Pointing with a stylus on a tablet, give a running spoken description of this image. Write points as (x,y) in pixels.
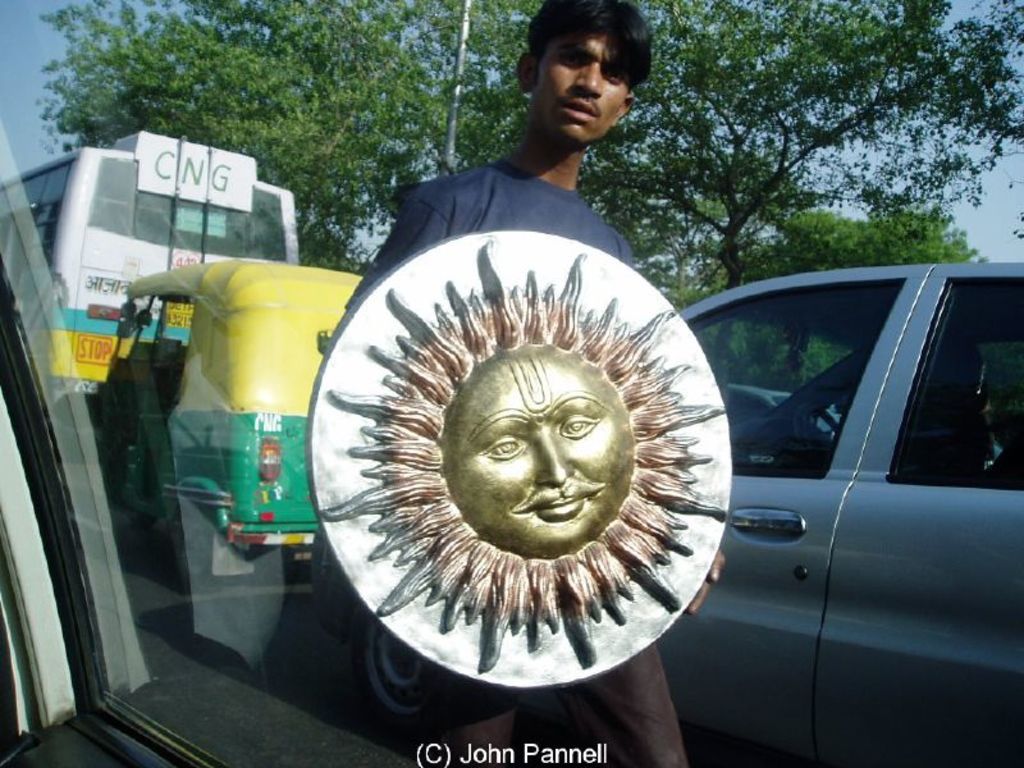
There is a person (544,189) standing and holding an object (543,497) which has an artifact (529,598) on it and there are few vehicles (231,235) and trees (383,80) in the background (516,63).
